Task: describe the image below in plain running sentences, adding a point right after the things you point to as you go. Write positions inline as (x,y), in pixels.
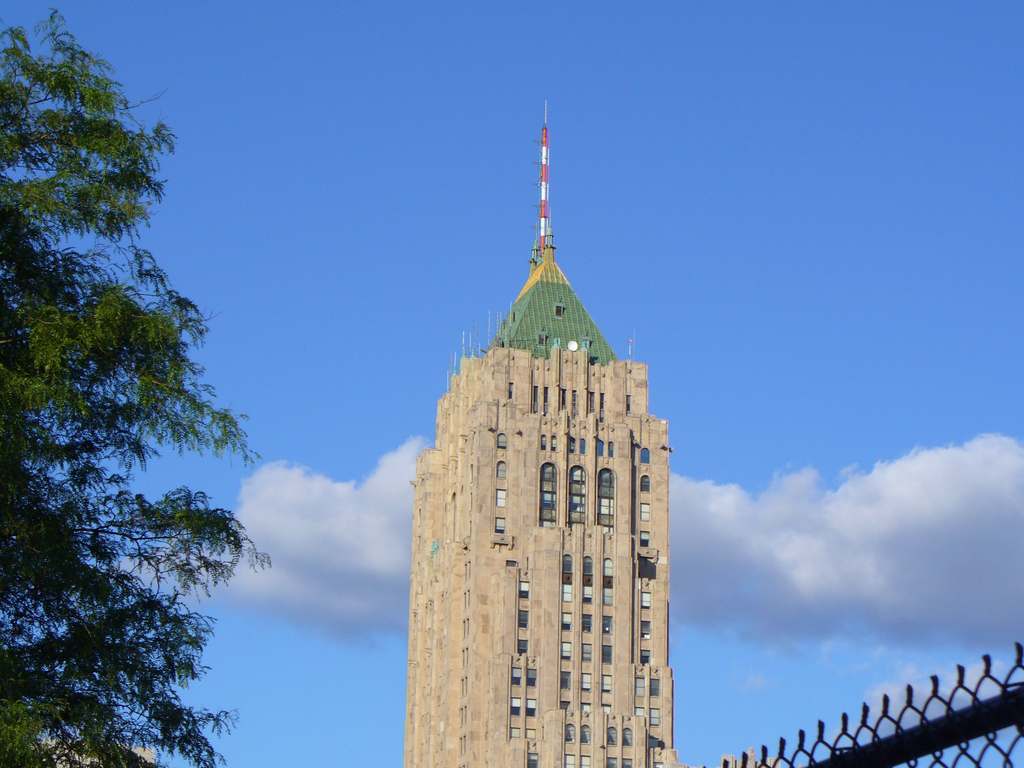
In this image I can see the building (608,389), windows (563,651), trees (1,108) and the net fencing (941,735). The sky (389,236) is in blue and white color.
